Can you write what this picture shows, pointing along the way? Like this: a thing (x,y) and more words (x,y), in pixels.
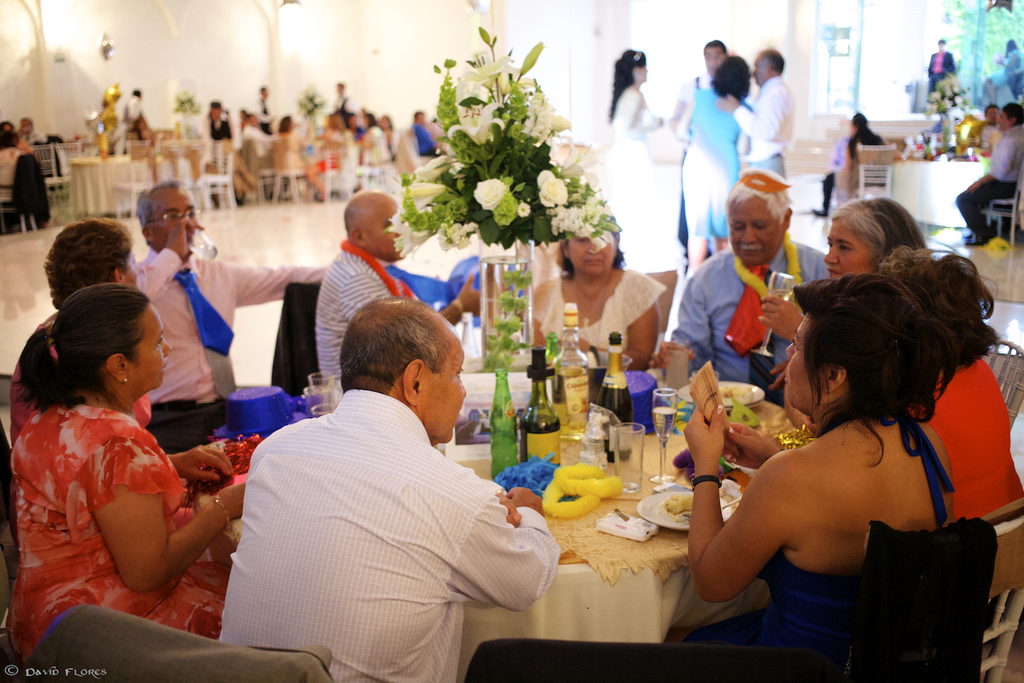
In this image there are group of people (709,481) sitting on the chair (945,631). On the table (641,550) there is a bottle (498,423), plate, glass (629,484), food (688,504), spoon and a flower pot (496,202).
